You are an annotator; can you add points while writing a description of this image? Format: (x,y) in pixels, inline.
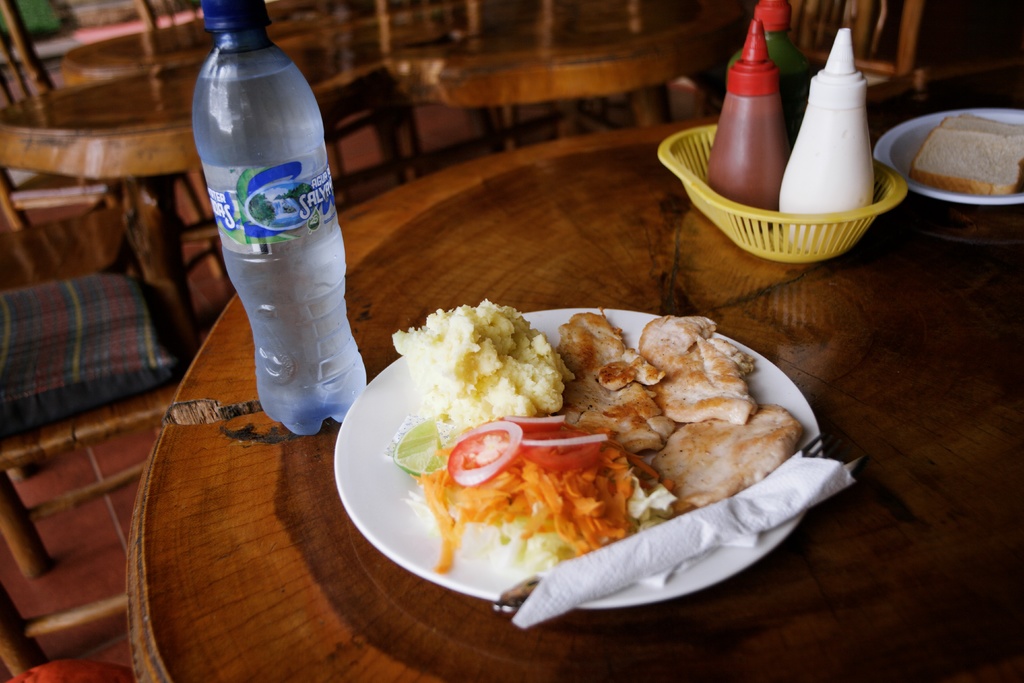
This is a table (565,179). On the table (522,174) there is a bottle (298,215), sauce bottles (783,150), baskets (788,227), plates (786,383), bread (965,174), and food items (540,398), tissue (718,518), fork (826,445) and knife (853,475). There are chairs (77,370) and many other tables (121,75) in this room (134,491).
